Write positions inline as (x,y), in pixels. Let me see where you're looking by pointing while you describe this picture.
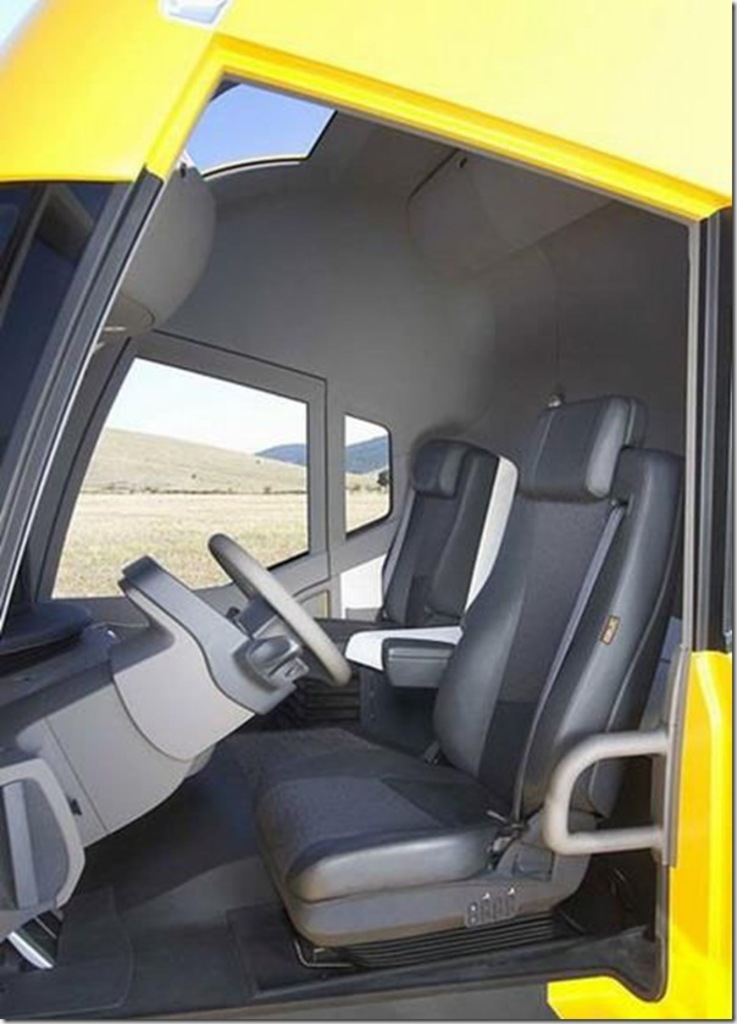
In this image we can see the inside view of a vehicle (346,781) and from the glass window (239,464) of the vehicle (228,792) we can see hills (287,466), ground (179,515) and also sky (170,416).
